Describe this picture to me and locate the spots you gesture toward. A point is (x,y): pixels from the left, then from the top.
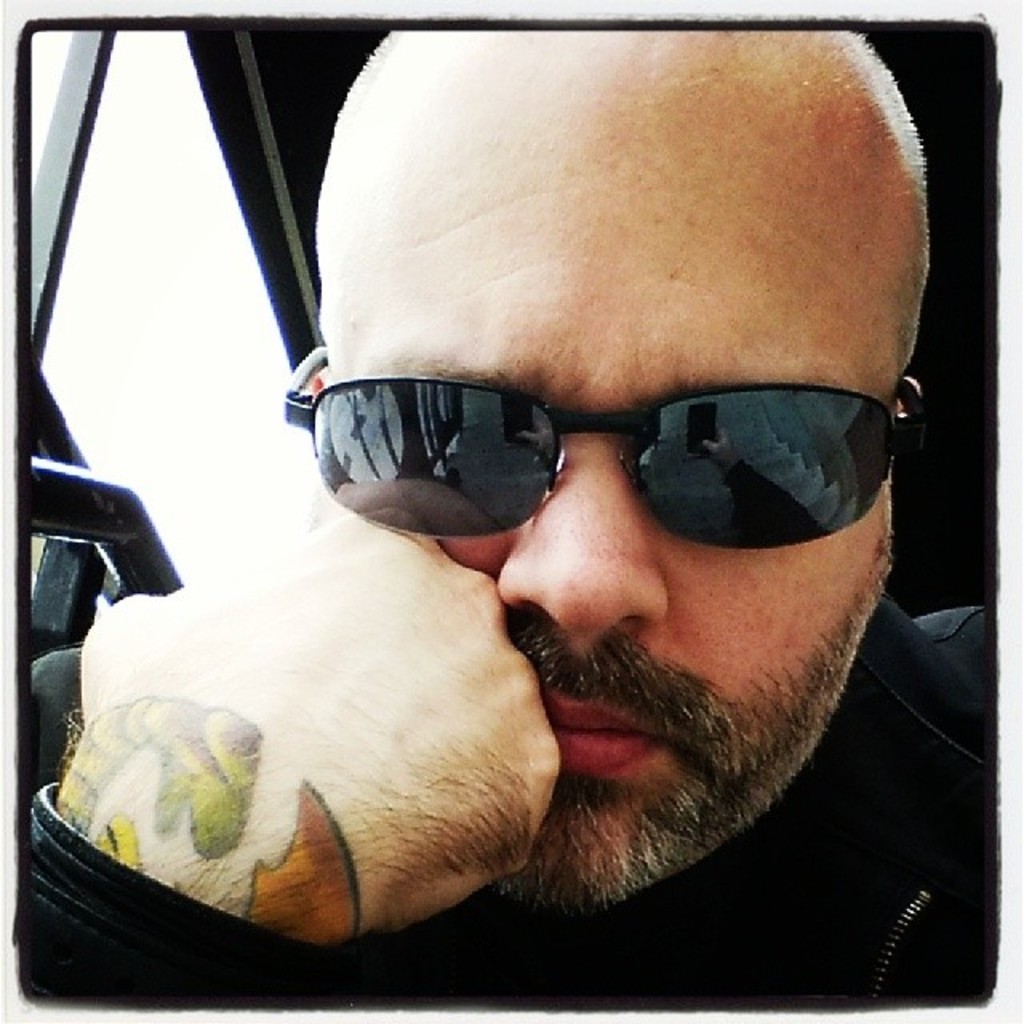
In this picture we can see a man (599,557) with the goggles (509,508) and the man (499,930) is in the black jacket (436,952). It looks like the person (478,699) is sitting. On the goggles (910,383) we can see the reflection (715,460) of a person hand (707,445) and a mobile (696,436).
